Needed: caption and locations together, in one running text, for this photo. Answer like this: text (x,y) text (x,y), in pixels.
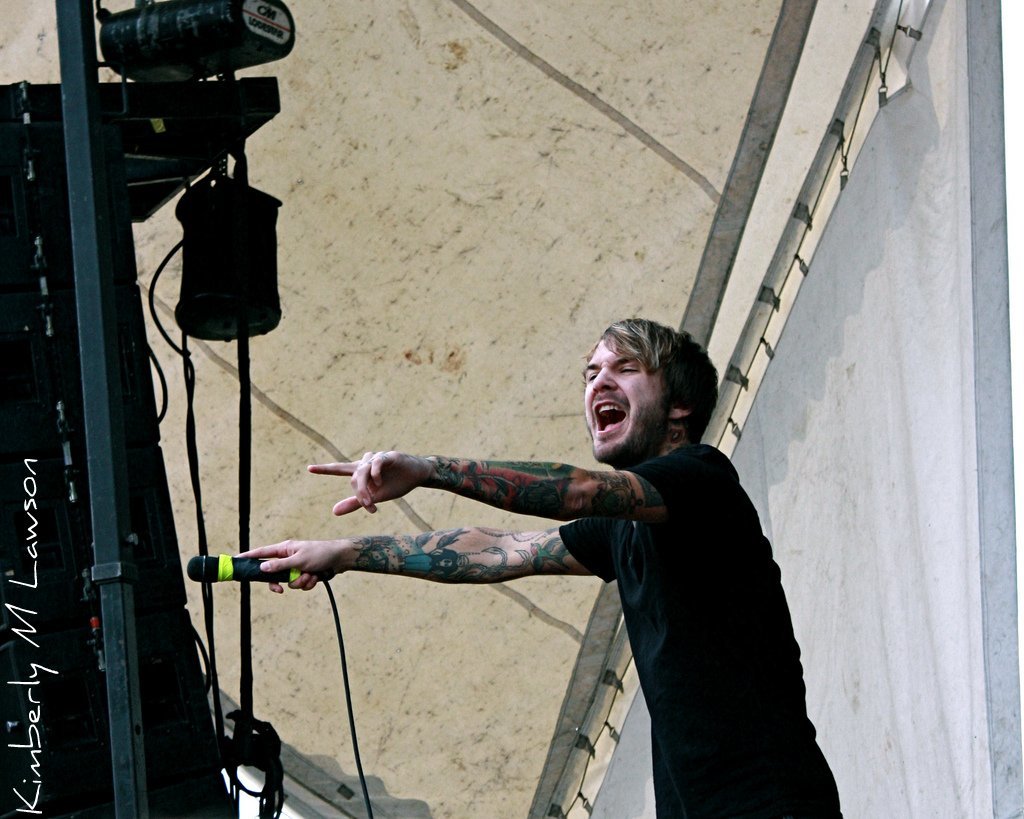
In this image in the center (624,473) there is a person (664,600) standing and holding a mic (242,563) and having some expression on his face (637,434). On the left side (160,193) there are lights (192,291) and there is an object (70,575) which is black in colour, there are wires (189,388), on the right side (911,492) there is a curtain (880,621).
